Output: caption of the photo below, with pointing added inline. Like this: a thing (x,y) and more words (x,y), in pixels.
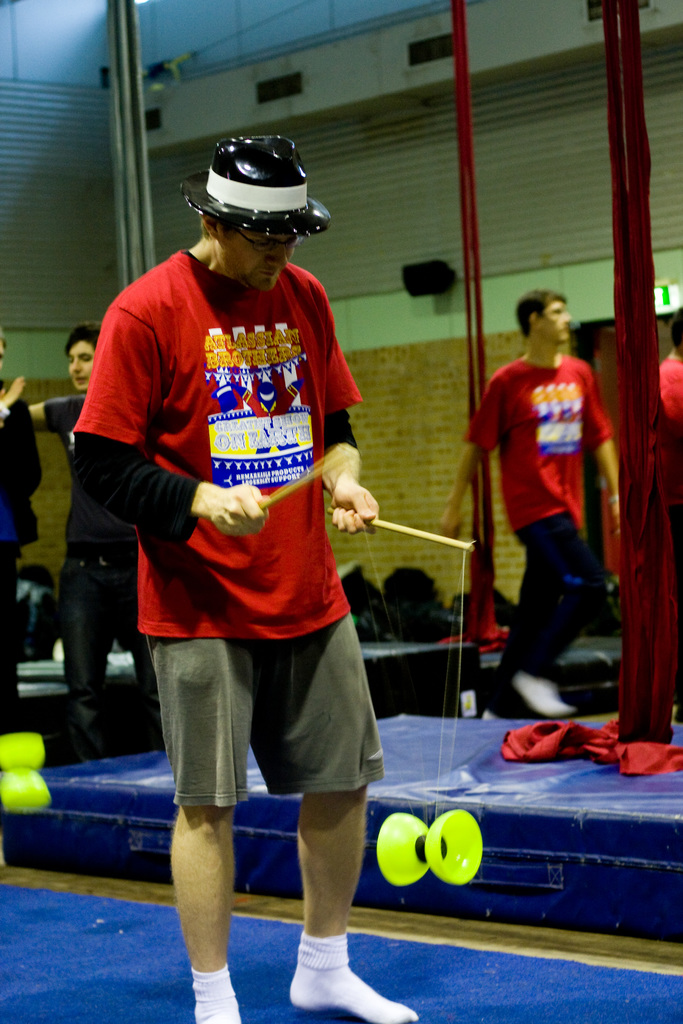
In the image we can see there are people (246,527) standing and a man (317,442) is holding stick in his hand (234,497).
